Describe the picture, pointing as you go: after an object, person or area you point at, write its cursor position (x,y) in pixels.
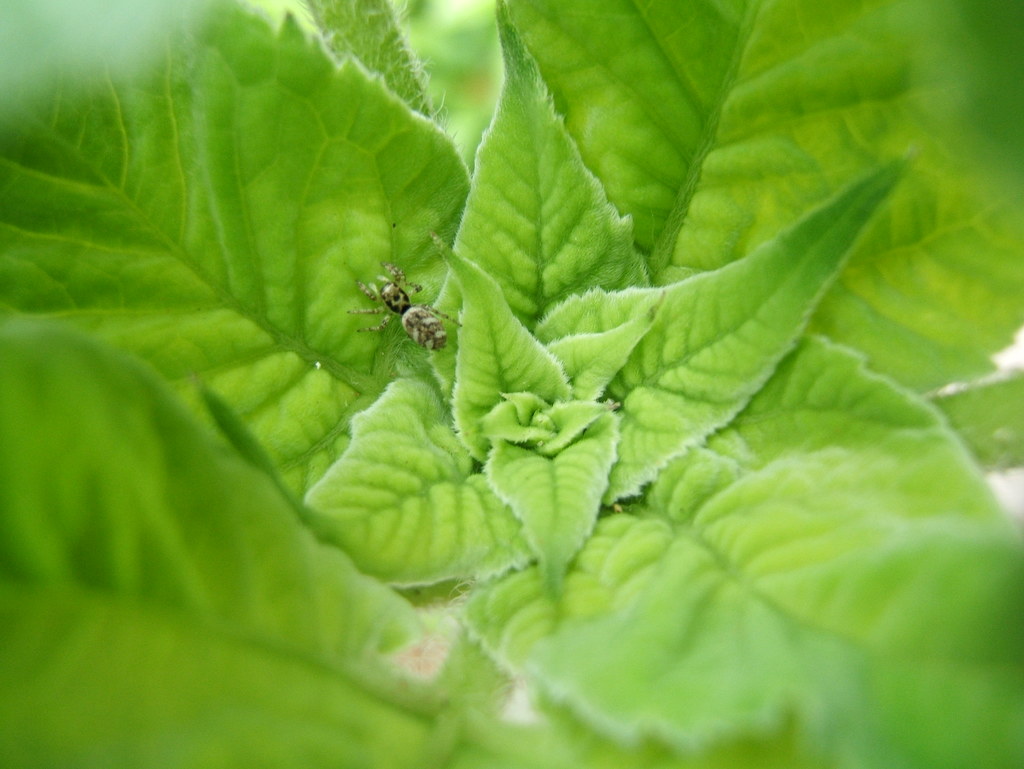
In the picture I can see the green leaves (858,308) and I can see an insect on the leaf (341,319).
